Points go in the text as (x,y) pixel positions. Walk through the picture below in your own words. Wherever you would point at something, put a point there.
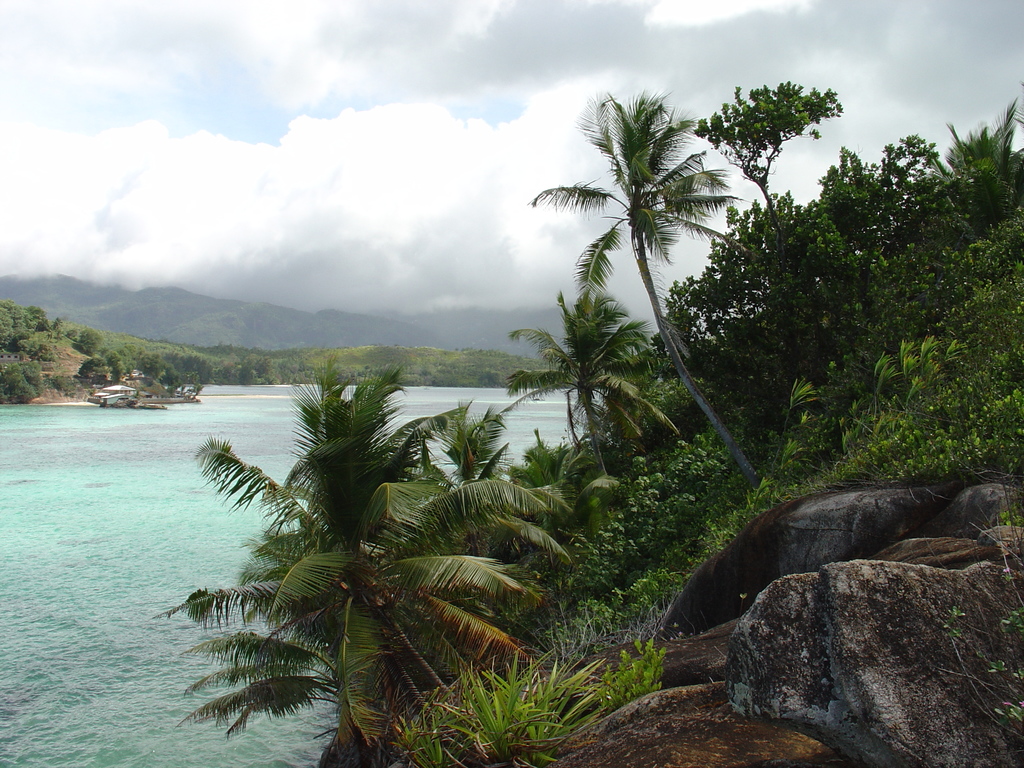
This is a landscape image, on the right side of the image (870,182) there are trees (950,361), rocks (915,636) and plants (470,702), on the left side of the image (68,678) there is a water body (480,407), behind it there are trees (151,377), mountains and clouds (367,218).
